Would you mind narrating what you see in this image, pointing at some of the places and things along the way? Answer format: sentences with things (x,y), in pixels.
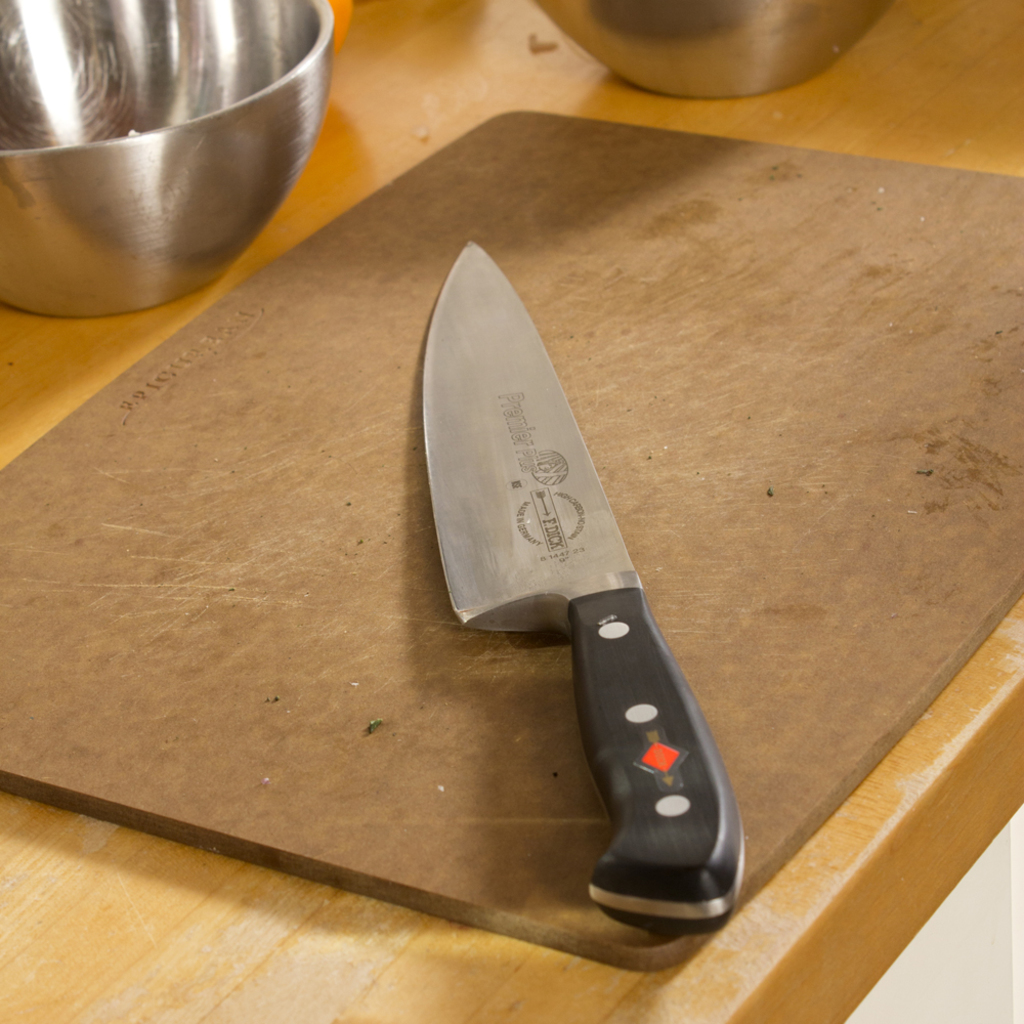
In this image we can see a knife (540,419) placed on a chopping board (331,529), beside the chopping board (393,220) there are two bowls (315,99) placed on a table (437,66).
